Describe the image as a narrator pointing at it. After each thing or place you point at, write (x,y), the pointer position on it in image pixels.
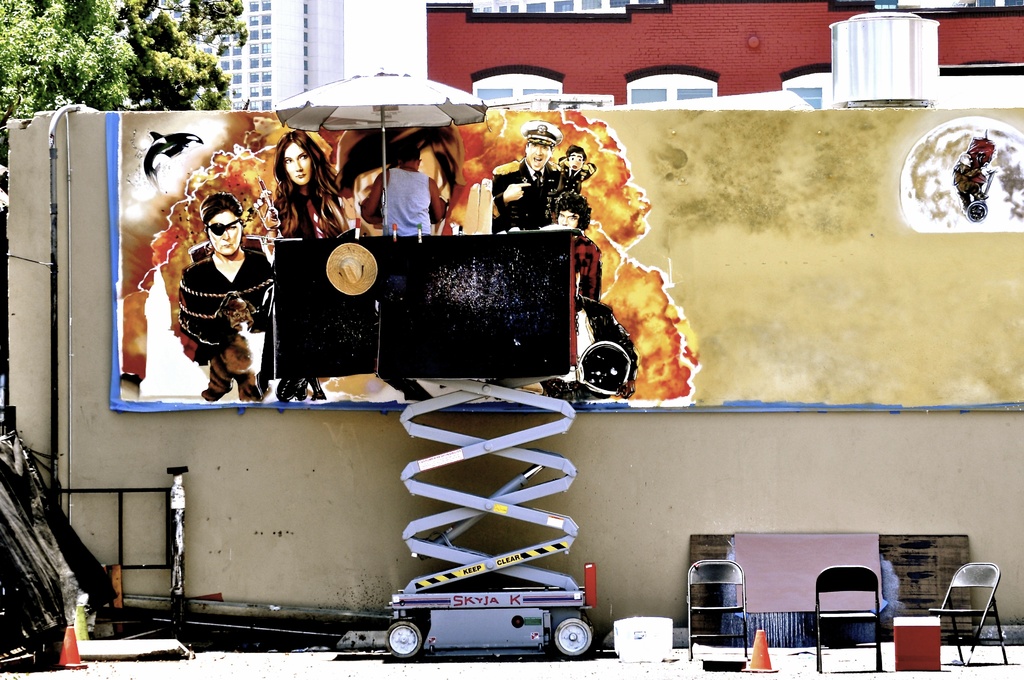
In this picture we can see a wall (915,463), at the right bottom (955,608) there are chairs (881,628), we can see a lift machine (553,554) in the middle (488,447), we can see painting (766,371) on the wall (788,332), in the background (466,57) there are buildings (503,28), on the left side (131,35) we can see a tree (103,35), at the left bottom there is a traffic cone (74,650), we can see an umbrella (387,96) and a person (416,157) on the lift machine (412,237).
